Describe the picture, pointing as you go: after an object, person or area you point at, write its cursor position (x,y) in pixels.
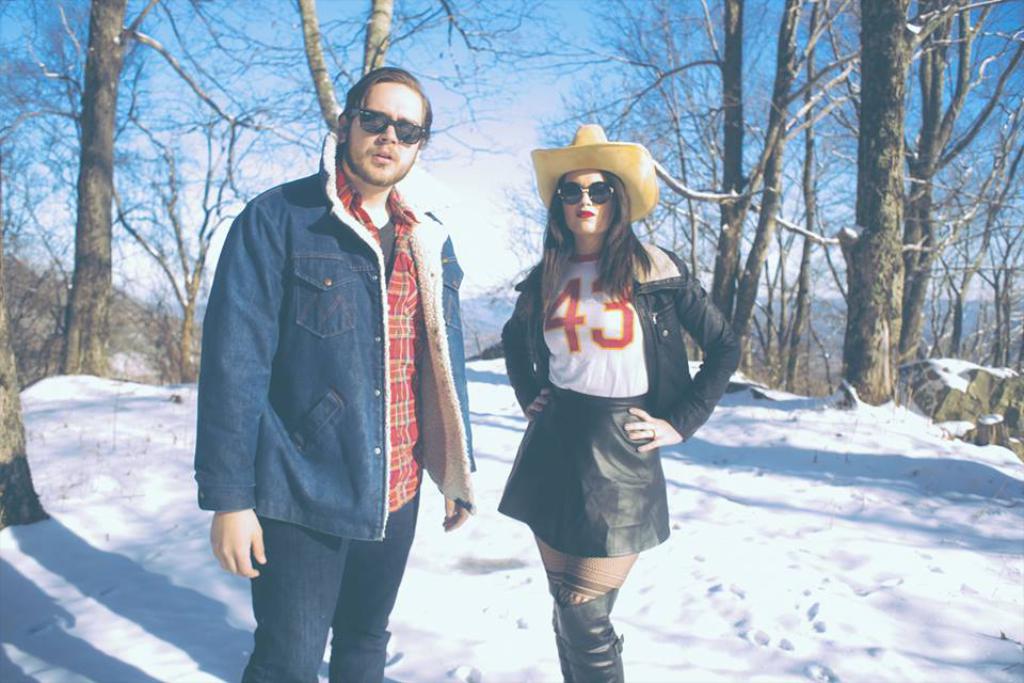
In this image there is a man (371,395) and a woman (663,444) standing on the ground (776,573). There is snow (738,514) on the ground (159,503). Behind them there are trees (769,197). In the background (488,316) there are mountains (508,292). At the top (494,127) there is the sky (494,127).
